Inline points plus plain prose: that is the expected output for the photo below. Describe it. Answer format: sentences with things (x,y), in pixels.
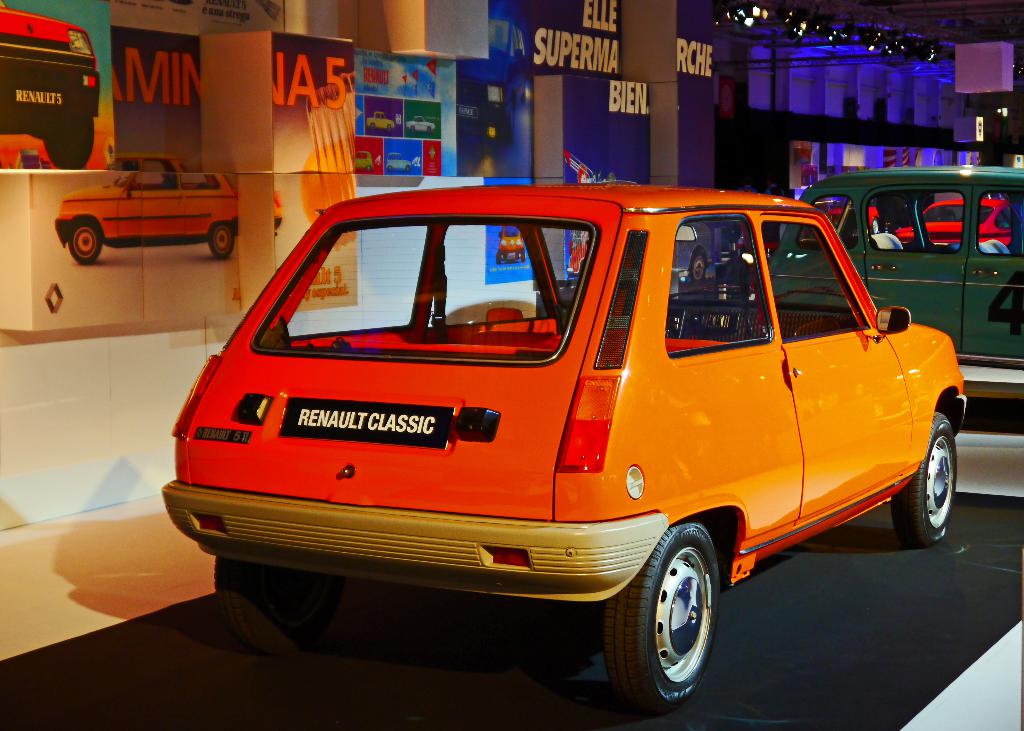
In this image there are a few vehicles (777,323) and in the background (683,44) there is a wall (242,88) with images (281,129) and text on it, there are a few focus lights (829,27).
